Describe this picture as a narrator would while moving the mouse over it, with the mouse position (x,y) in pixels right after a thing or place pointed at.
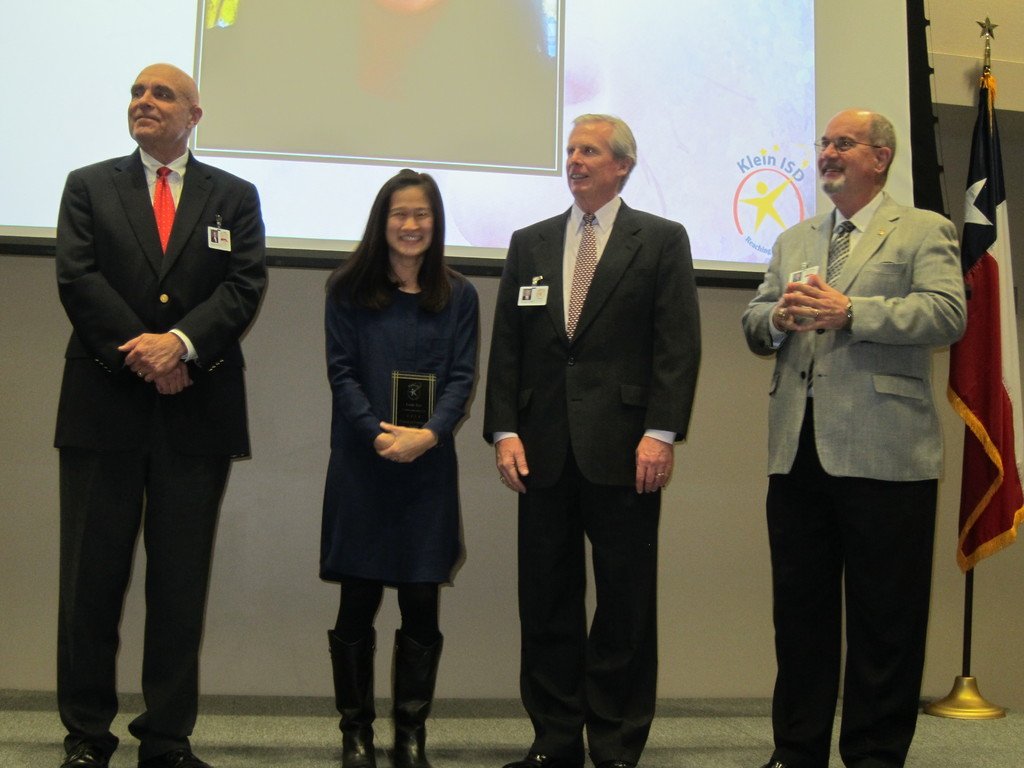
In this image we can see a group of people (619,507) standing. There is a projector screen (543,51) in the image. There is a flag (982,232) at the right side of the image (987,414). A lady (446,420) is holding an object (421,412) in her hands (400,447) and few people (535,315) are wearing identity cards (537,301) in the image.
